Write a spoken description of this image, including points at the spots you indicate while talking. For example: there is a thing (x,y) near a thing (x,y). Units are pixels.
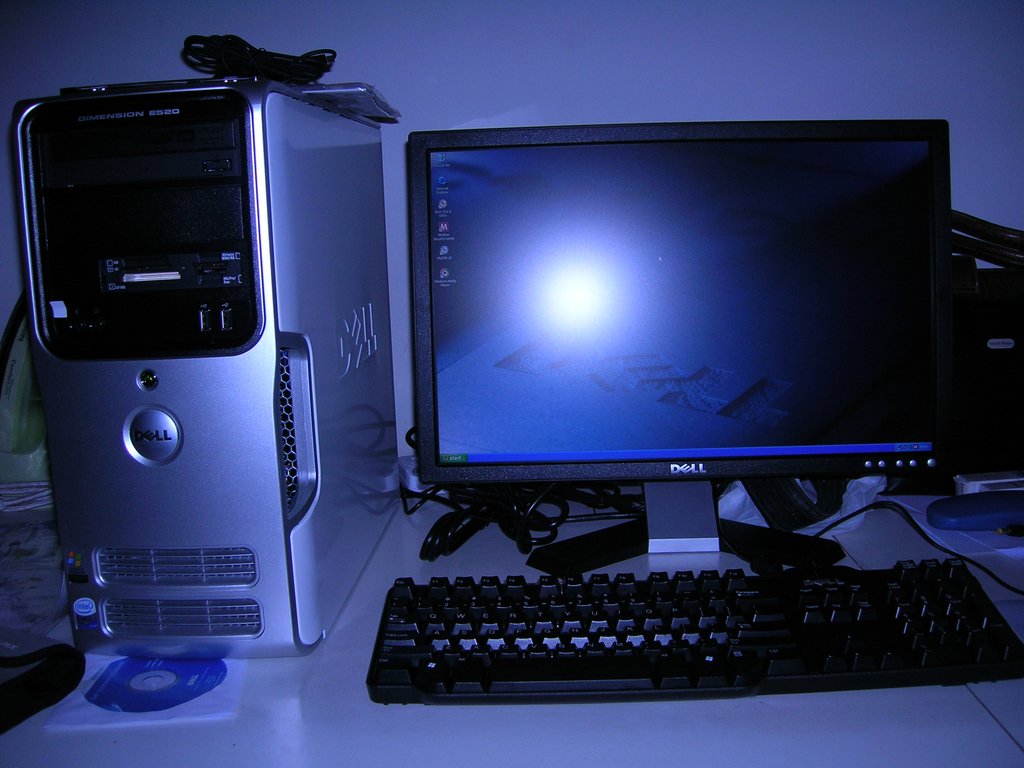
In this picture there is a monitor (854,205) in the center of the image (527,276) and a CPU (182,369) on the left side of the image (150,160), there are wires (205,38) on the CPU (199,95), there is a CD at the bottom side of the image (201,679), which are placed on desk (291,666).
